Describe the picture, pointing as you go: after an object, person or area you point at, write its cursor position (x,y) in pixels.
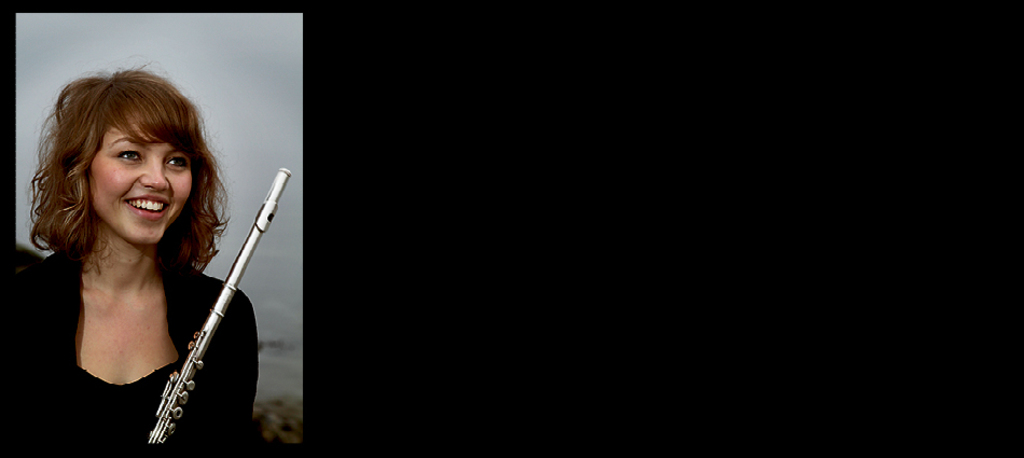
In this image I can see a woman (105,356) who is wearing a black color dress (207,387), holding a musical instrument (246,242) in her hand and smiling.
